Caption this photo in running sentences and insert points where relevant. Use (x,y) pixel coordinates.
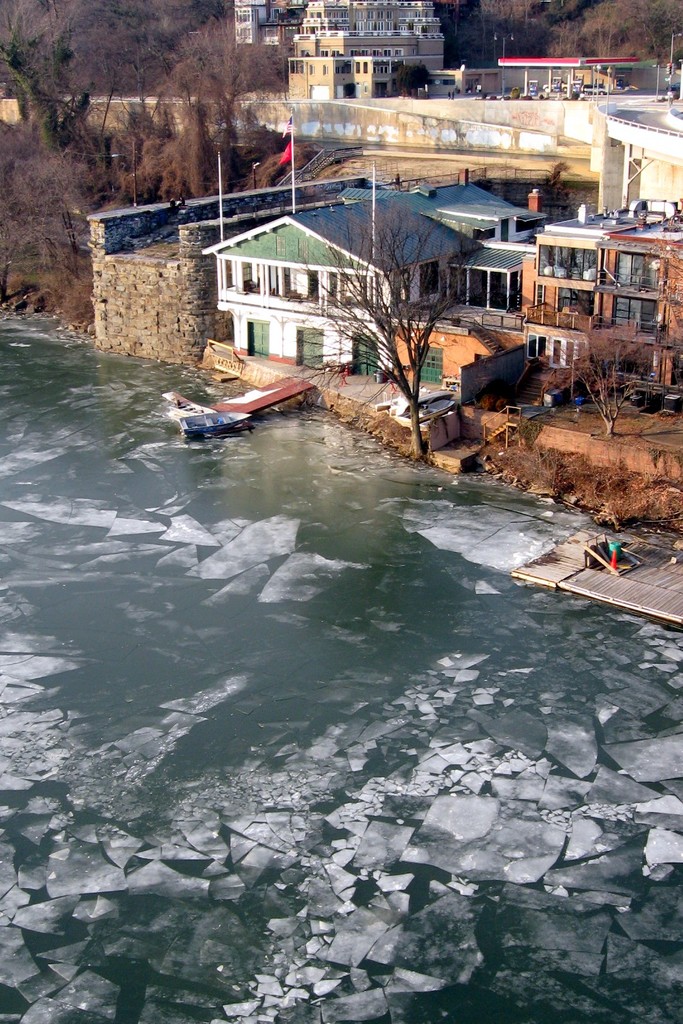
In front of the image there is a frozen lake (297,692), behind the lake (292,555) there is a wooden platform (581,573), trees (402,369) and houses (305,292).
